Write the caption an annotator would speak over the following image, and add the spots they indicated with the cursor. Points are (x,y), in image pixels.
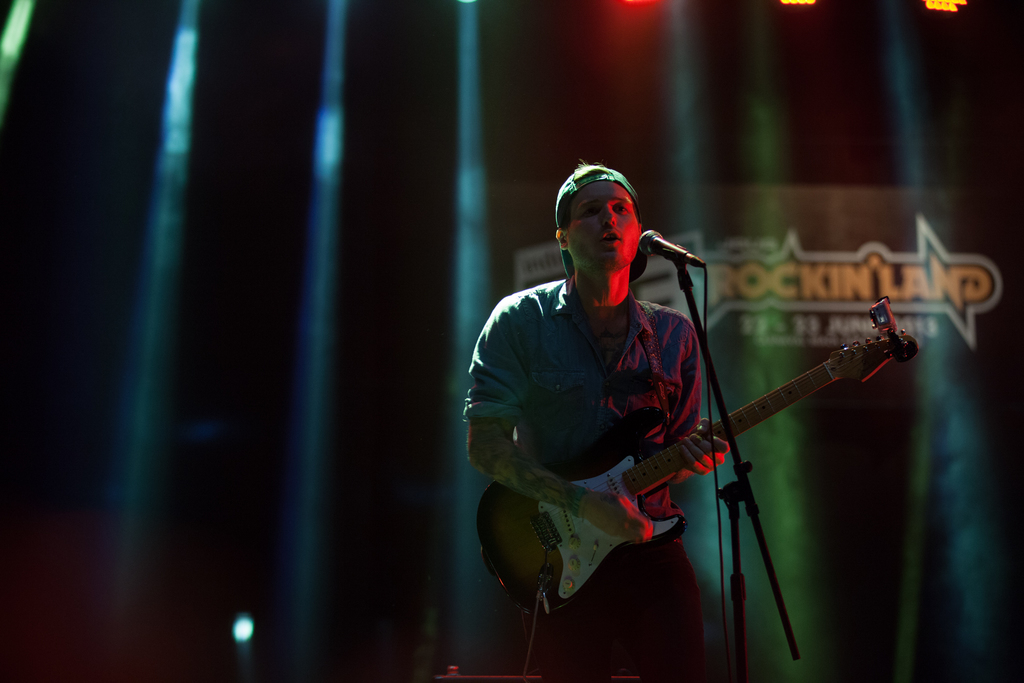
In this image I can see a man (623,509) is standing and playing the guitar (631,442) and also singing in the microphone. He wore shirt (591,406), cap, on the right side (811,292) there is the name (829,290) in yellow color.
